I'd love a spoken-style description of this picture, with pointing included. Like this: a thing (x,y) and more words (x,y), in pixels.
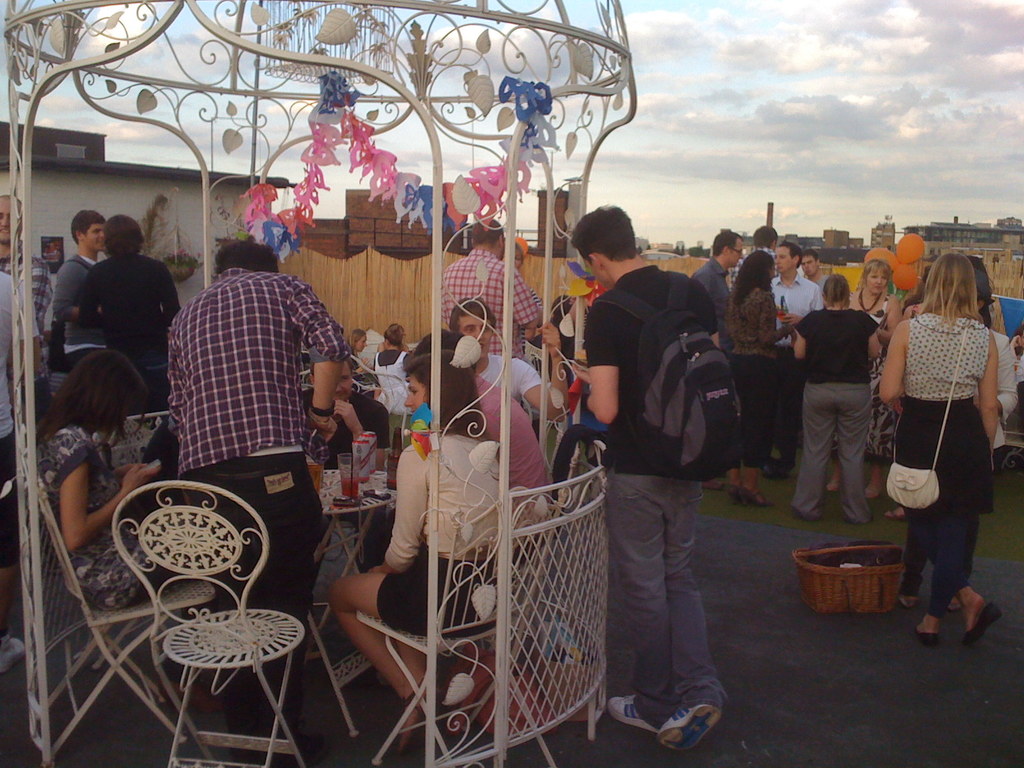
There are many people (243,685) in this image. Here on a decorated place (37,642) there are few people (358,590) sitting on chairs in the middle (348,500) there is a table (330,481) on it there are food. In the middle (616,318) one man (610,328) is standing wearing a black t-shirt (621,351) carrying a backpack (676,427). In the right (943,389) one lady (948,422) is standing beside her there is a basket (818,568). The sky (815,98) is cloudy.
